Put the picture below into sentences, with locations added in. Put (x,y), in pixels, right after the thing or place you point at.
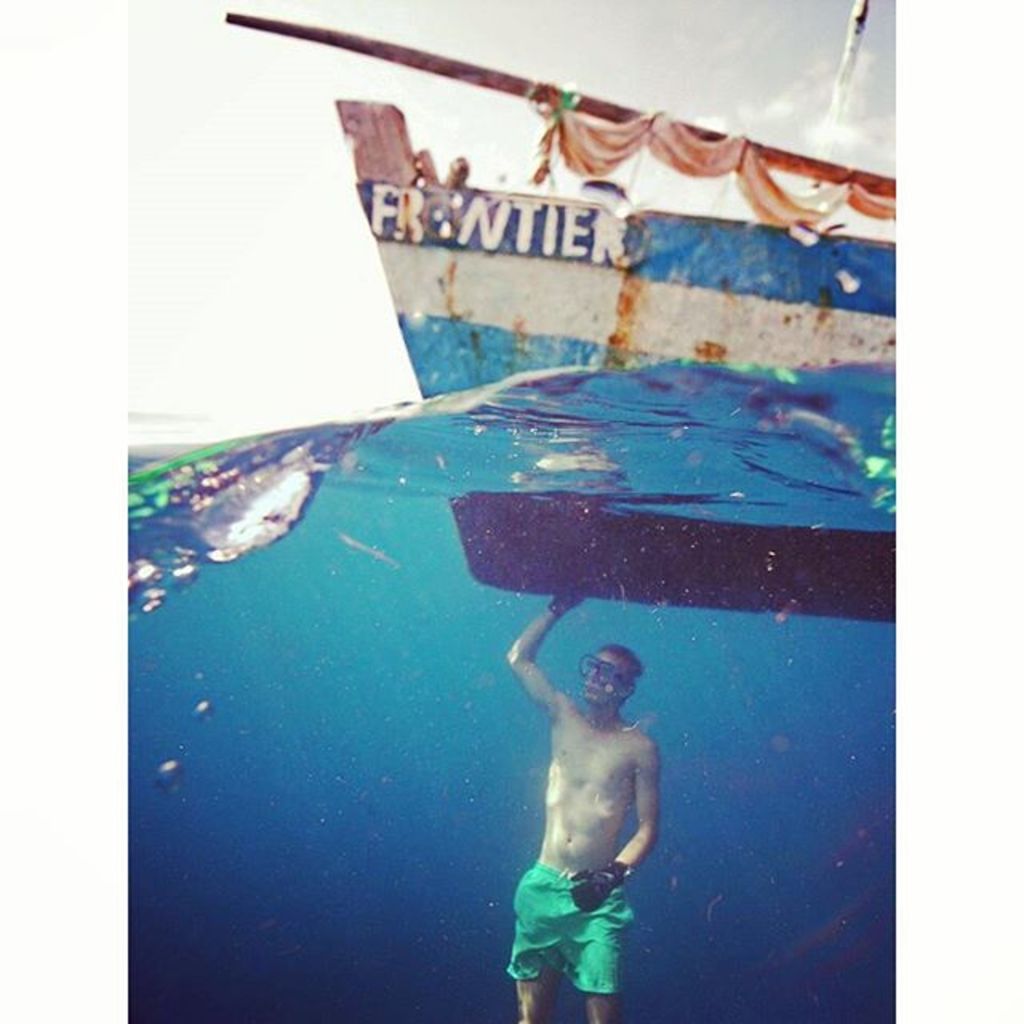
In this image we can see a person (559,728) wearing goggles (602,667) and gloves (592,899). He is touching the bottom part (535,591) of a boat (550,592). And the person (592,886) is in the water (347,584). On the boat (401,284) something is written. In the background (660,25) there is sky (234,216).
